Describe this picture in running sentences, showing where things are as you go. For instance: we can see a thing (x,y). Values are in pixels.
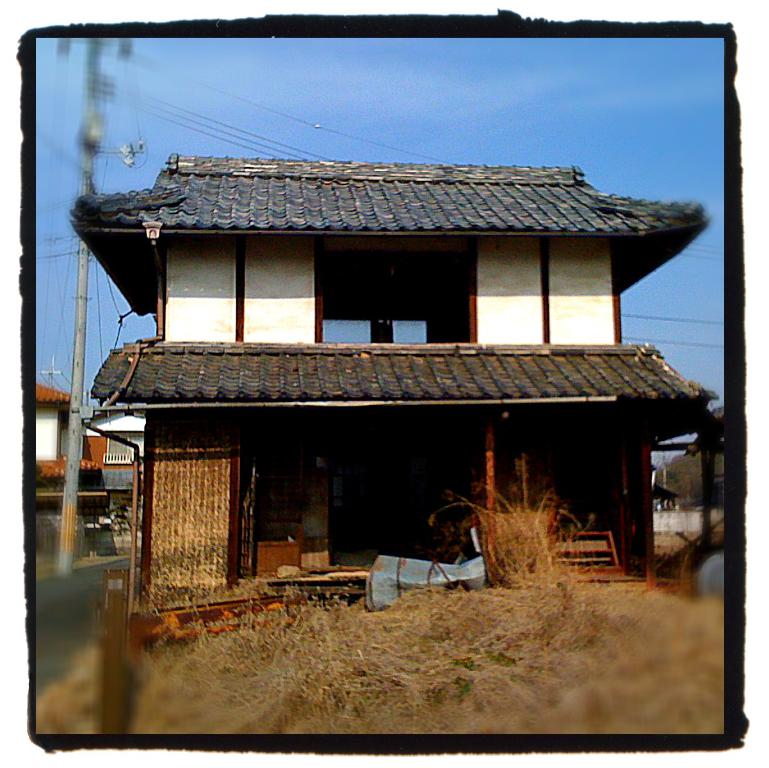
In this image we can see a photograph (279,464). In the photograph (305,272) there are electric poles (89,158), electric cables (399,147), buildings (313,367), lawn straw (348,625), road (78,586), hills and sky (112,183).
